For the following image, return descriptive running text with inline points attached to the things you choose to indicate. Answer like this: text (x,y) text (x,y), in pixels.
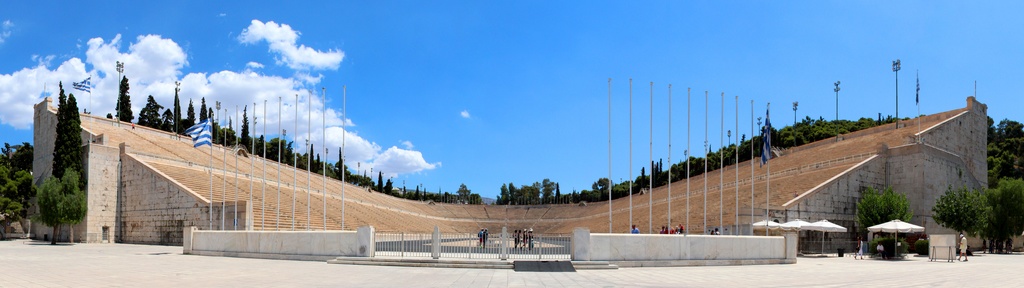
In this picture there are trees (20,193) and there are flags (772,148), poles (736,136) and there are group of people (637,232) behind the wall (746,241). In the foreground (556,250) there is a railing (520,238) and there is a wall (622,259) and there are tents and it looks like an open auditorium (541,219). At the top (353,61) there is sky (394,99) and there are clouds (181,61). At the bottom (268,280) there is a road (173,280).
